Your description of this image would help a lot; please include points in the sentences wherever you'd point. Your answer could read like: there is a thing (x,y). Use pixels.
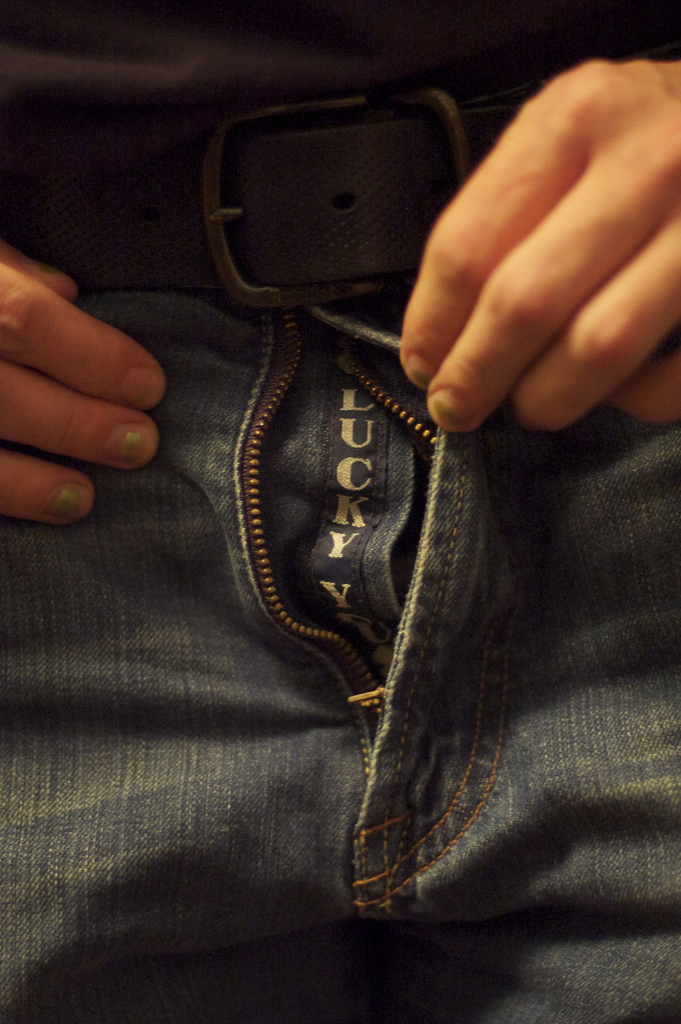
In this image I can see hands (44,339) of a person (645,152). I can also see a black colour belt (390,144), a jeans (453,629) and in the centre of this image (352,515) I can see something is written on the jeans (301,474).
